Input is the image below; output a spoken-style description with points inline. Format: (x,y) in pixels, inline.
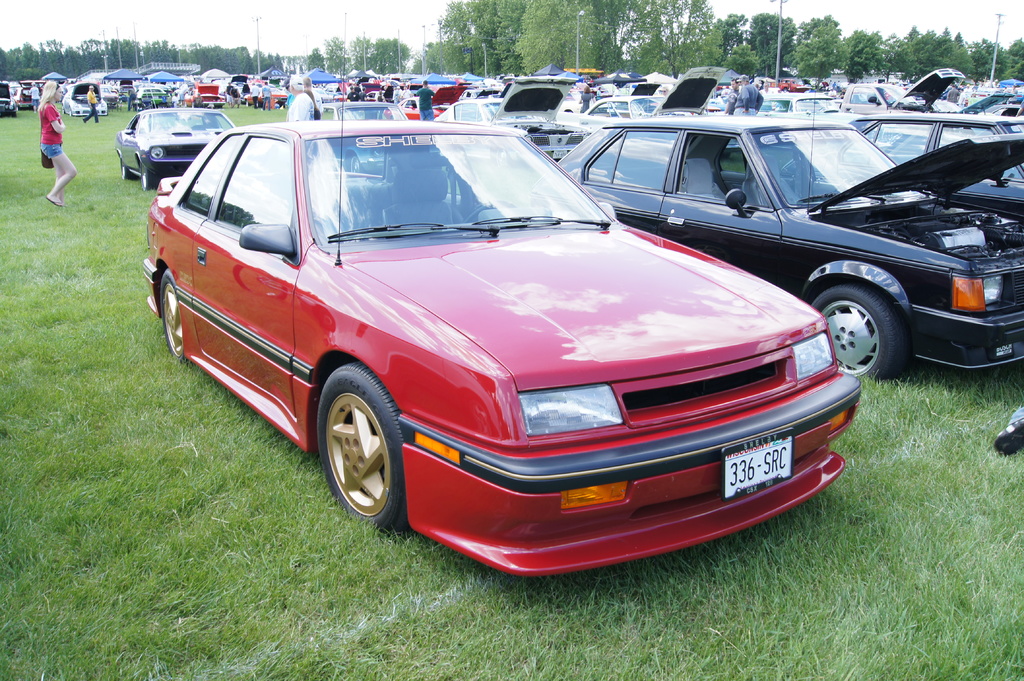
In the image there are many cars (783,267) on the grass field (155,336), in the back (47,111) there are few men (50,144) walking and over the background (860,36) there are trees (698,34) all over the place and above its sky (284,27).
